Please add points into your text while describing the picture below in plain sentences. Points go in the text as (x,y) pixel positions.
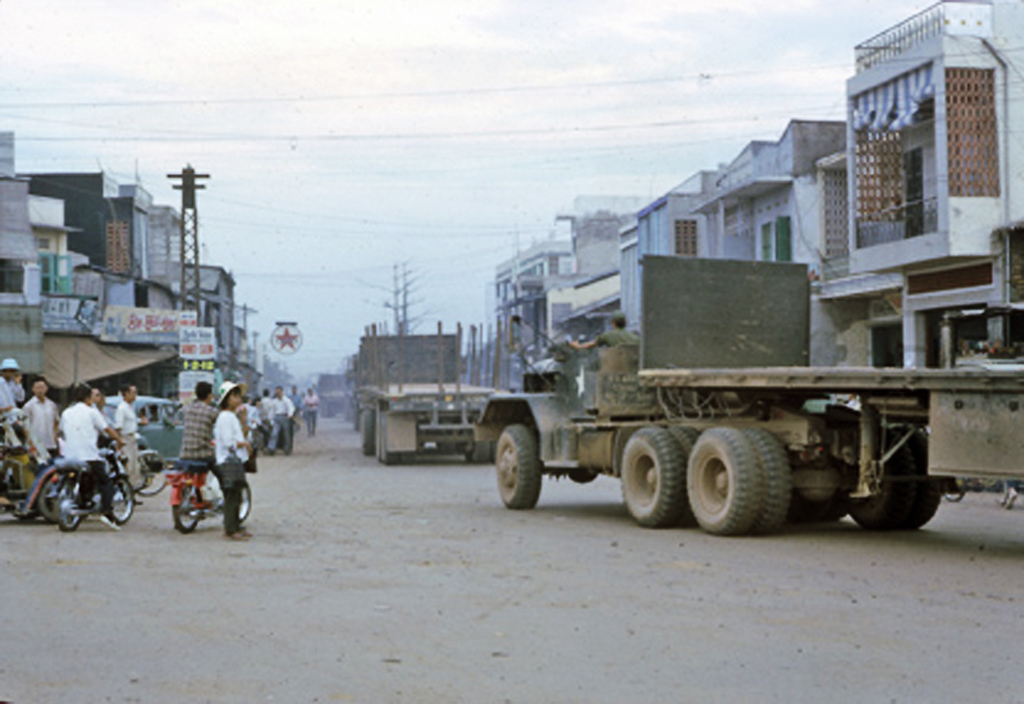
In this image there are few vehicles (457,448) and few are riding a bike (118,483) and few are standing on the road (538,553). On the right (758,163) and left side of the image (204,321) there are buildings (165,280). In the background (367,148) there is a sky (374,197).
